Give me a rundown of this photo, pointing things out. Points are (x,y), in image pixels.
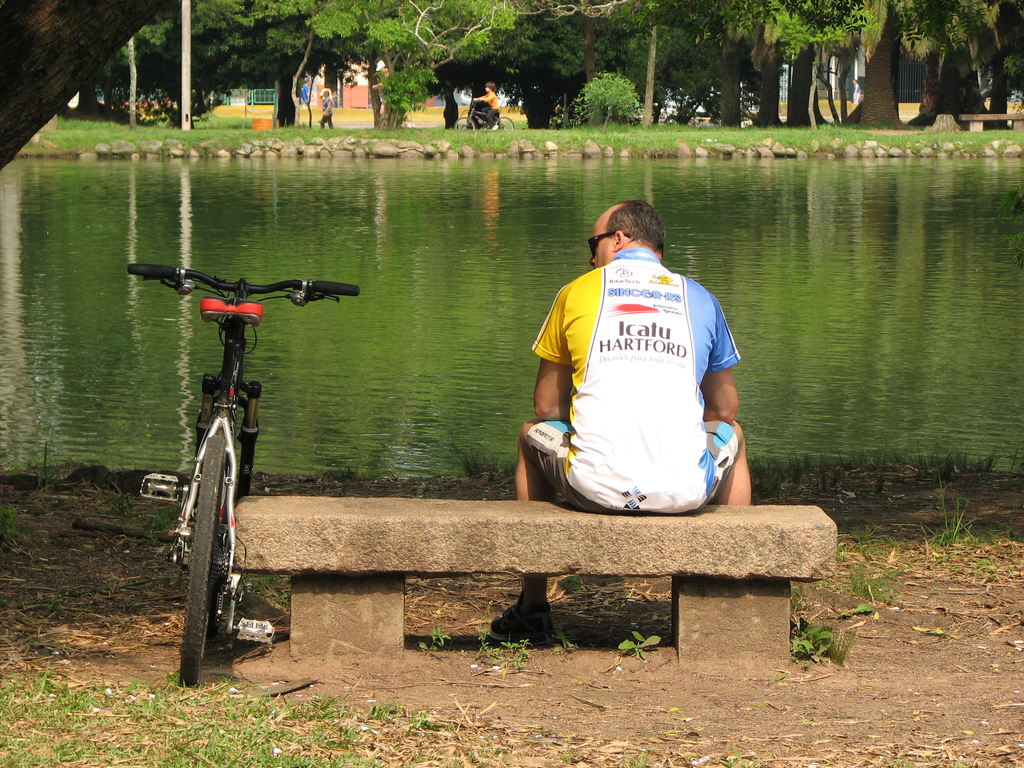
This image is taken outdoors. At the bottom of the image (95,714) there is a ground (59,601) with grass (869,584) on it. In the middle of the image (447,351) there is a pond (209,272) with water (389,345) and a bicycle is parked on the ground (159,634). A man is sitting on the bench (559,573). At the top of the image (281,90) there are a few trees (472,1) and plants (622,79). There is an empty bench (967,118). A kid (489,110) is riding a bicycle (481,123) and a kid (326,111) is walking on the road (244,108). There is a house (359,73).
